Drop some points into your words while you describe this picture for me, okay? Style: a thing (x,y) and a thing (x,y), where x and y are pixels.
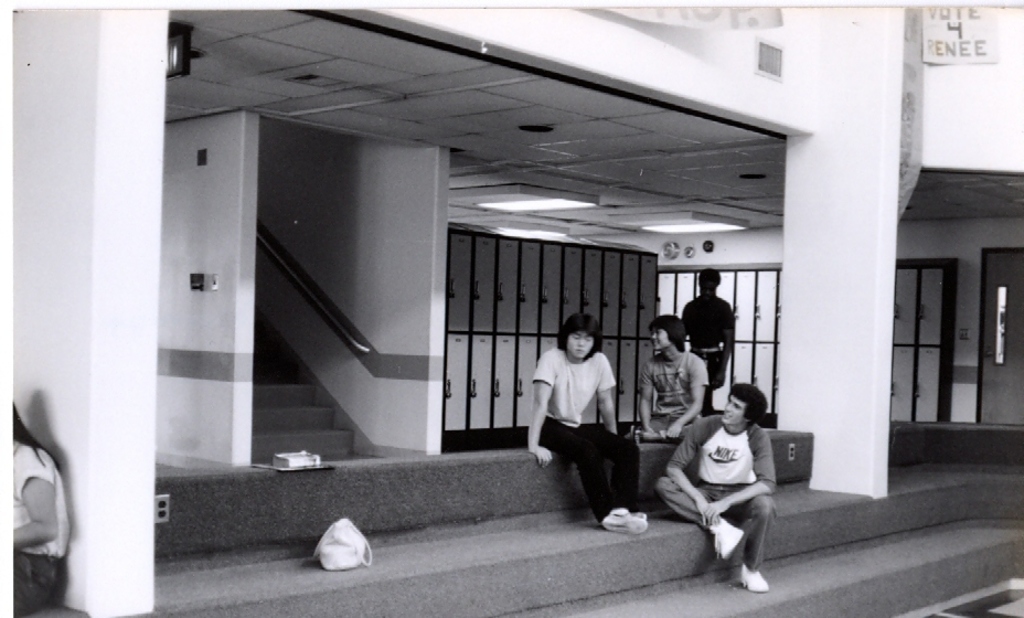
In this image I can see few people (645,374) where one is standing and rest all are sitting. I can also see stairs (327,445), a bag (345,529), few lights (553,194) and number of lockers (555,344) in the background (487,294).
